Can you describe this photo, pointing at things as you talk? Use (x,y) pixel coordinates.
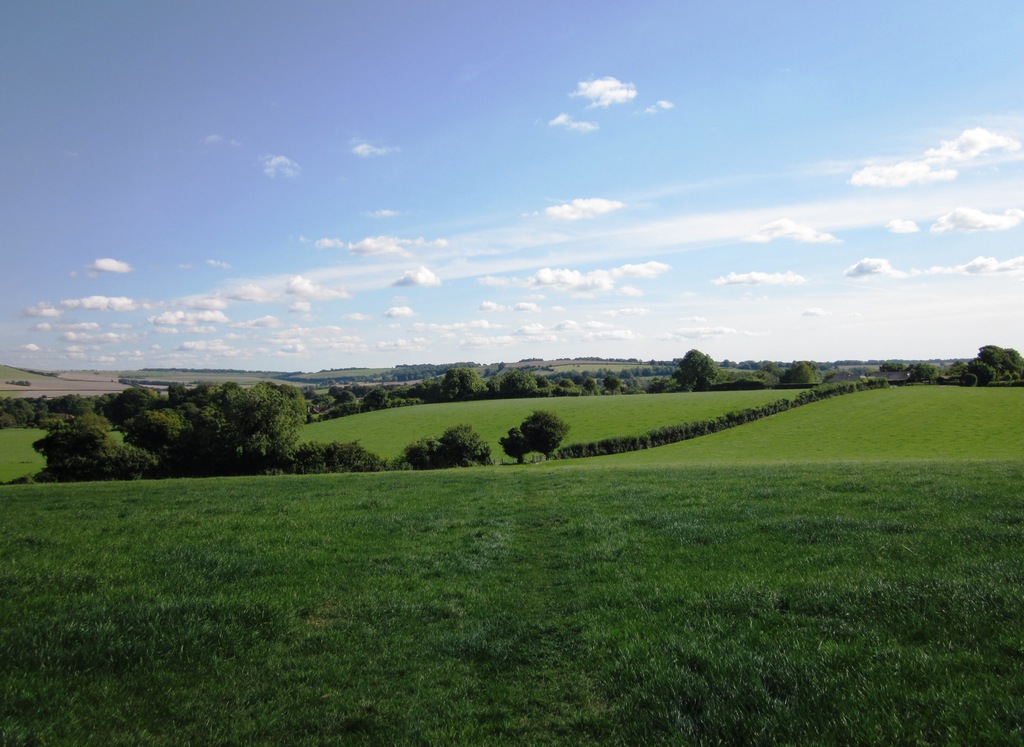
In this image I can see some grass (600,616) on the ground (554,603), few trees (482,449) and in the background (626,301) I can see the sky (426,238).
